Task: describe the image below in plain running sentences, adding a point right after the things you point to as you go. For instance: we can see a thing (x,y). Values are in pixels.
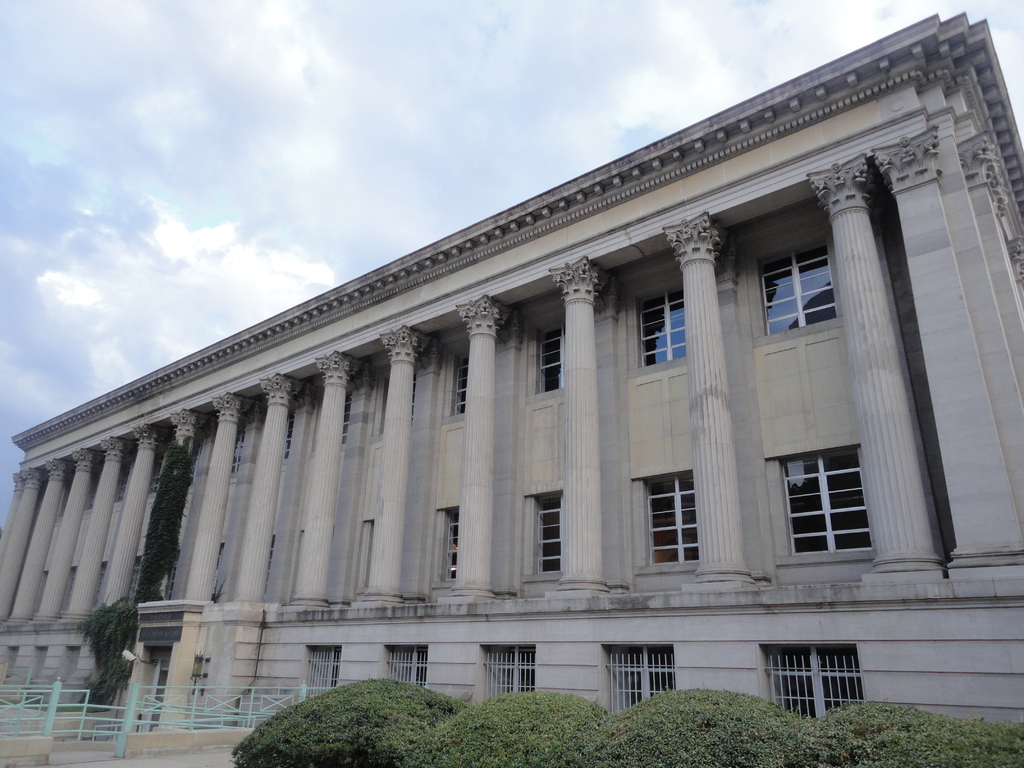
This is the picture of a building (722,428). In this image there is a building (680,383). On the left bottom (302,699) there is a railing (204,725). At the bottom (440,714) there are plants (502,716). At the top (381,102) there is sky (370,85) and there are clouds (411,108).
